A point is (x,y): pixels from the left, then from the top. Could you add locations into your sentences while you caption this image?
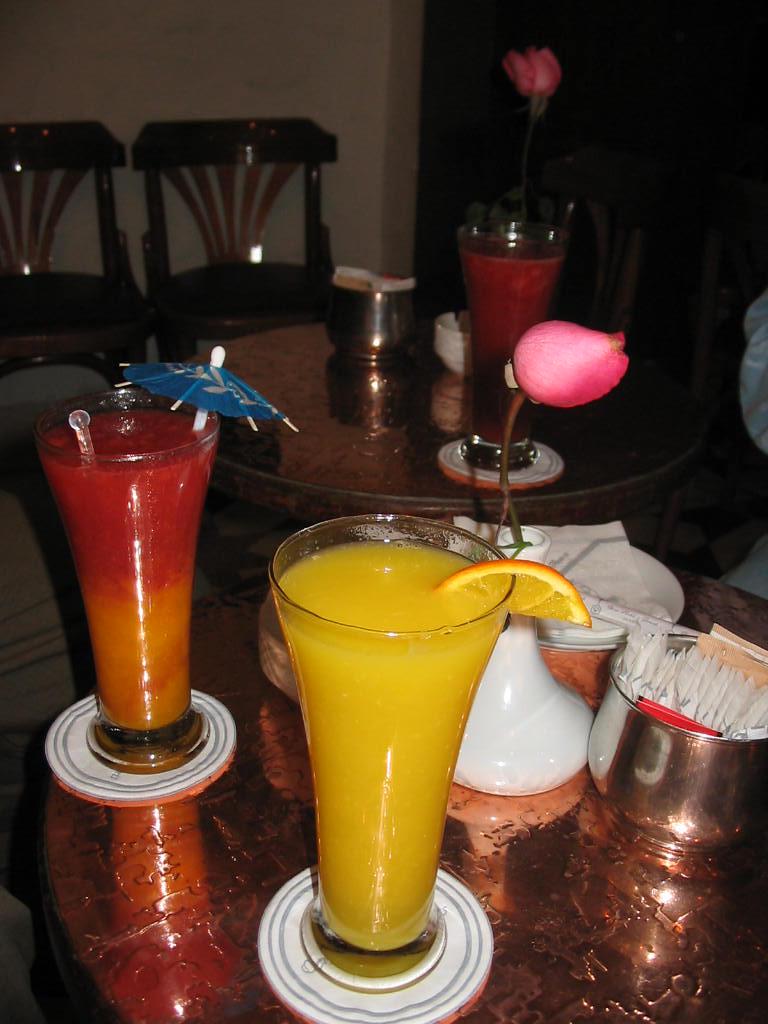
In this image in the foreground (281,695) there is one table (291,732) on the table (283,726) there are some glasses (358,776) one flower (515,541) and one bowl (651,743), in the glasses (328,654) there is some drink (391,751) and in the background (424,361) there are some chairs (218,256) and tables (346,363). On the tables (383,381) there are some glasses (496,401) and bowls (378,347).
